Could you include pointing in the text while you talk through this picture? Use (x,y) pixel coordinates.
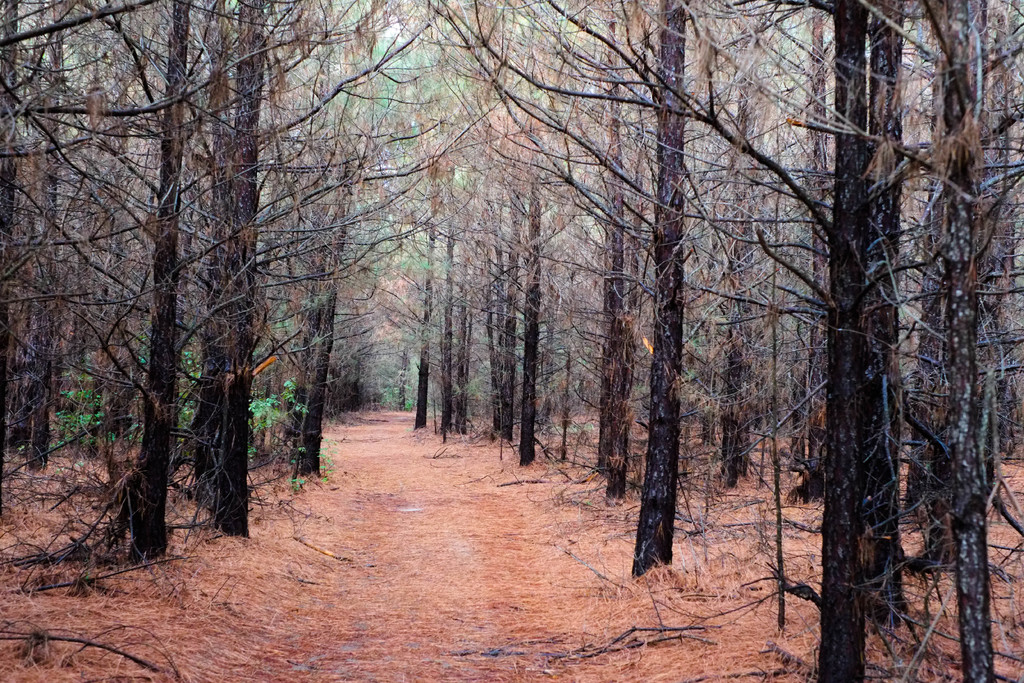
This place is looking like a forest (179,344). At the bottom (424,551) there is a path (428,583) and on the both sides there are many trees (501,373).
